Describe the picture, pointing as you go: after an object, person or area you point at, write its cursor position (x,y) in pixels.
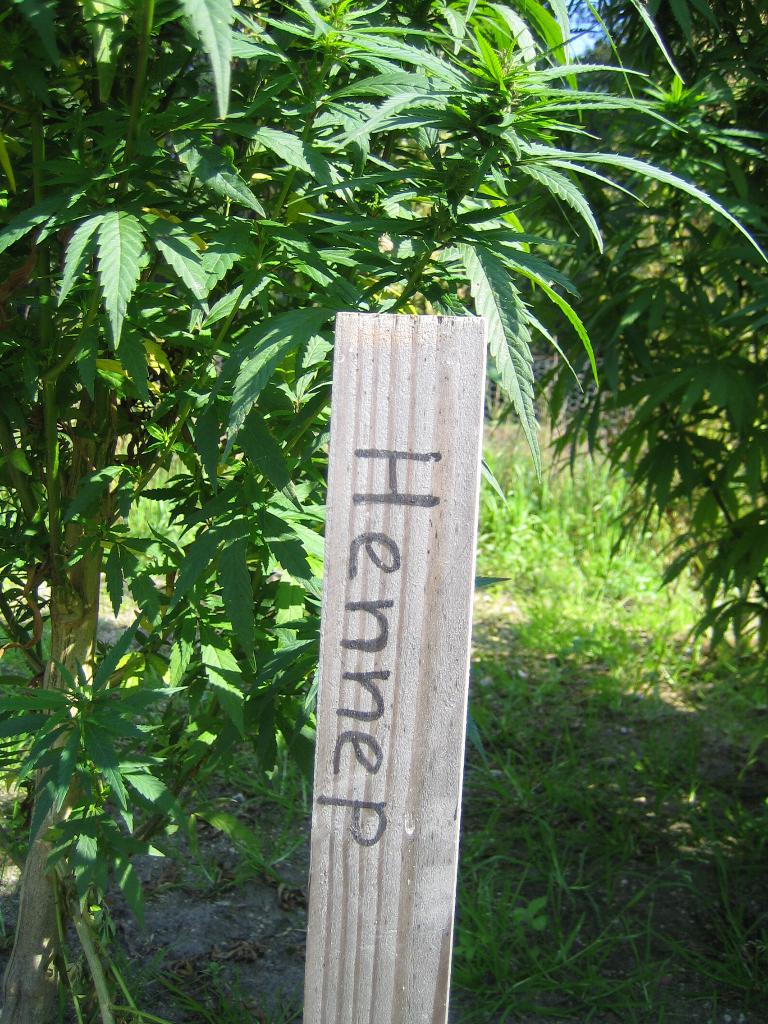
In front of the picture, we see a pole (424,714) or a board (393,718) with text (397,550) written as "HENNEP". At the bottom (554,854), we see the grass (653,864). There are trees (414,216) in the background (414,198).
